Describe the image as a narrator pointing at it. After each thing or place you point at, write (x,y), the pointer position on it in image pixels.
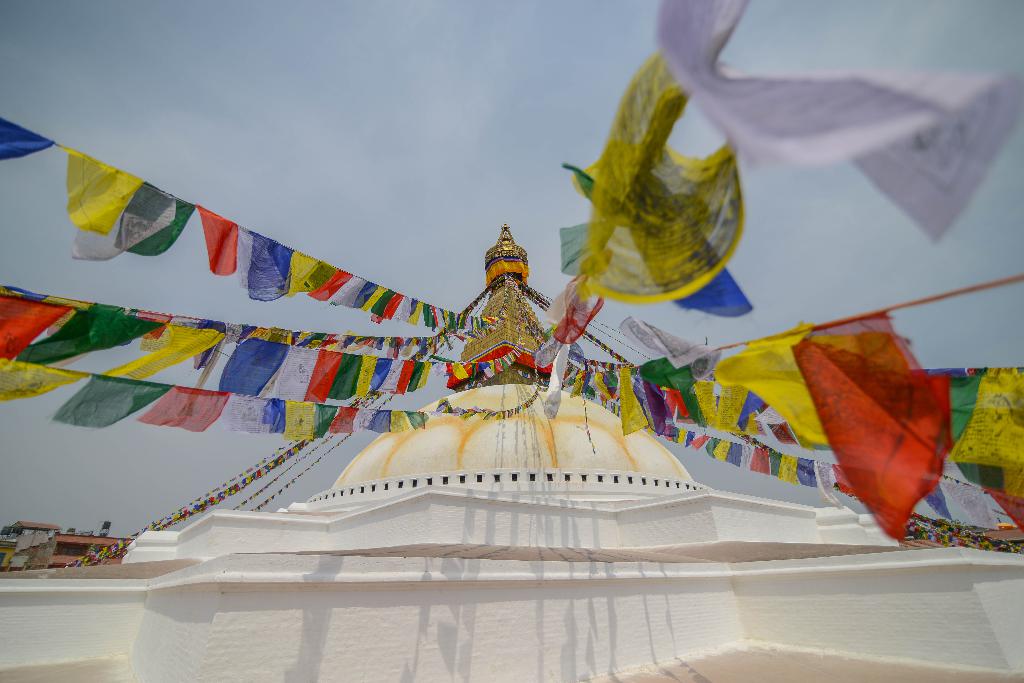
In the image there is a wall (450,590) with roof (533,420). To the roof (484,357) there are many colorful decorative flags (329,345) with rope (102,552) are attached. At the top of the image (461,39) there is a sky (496,35).
